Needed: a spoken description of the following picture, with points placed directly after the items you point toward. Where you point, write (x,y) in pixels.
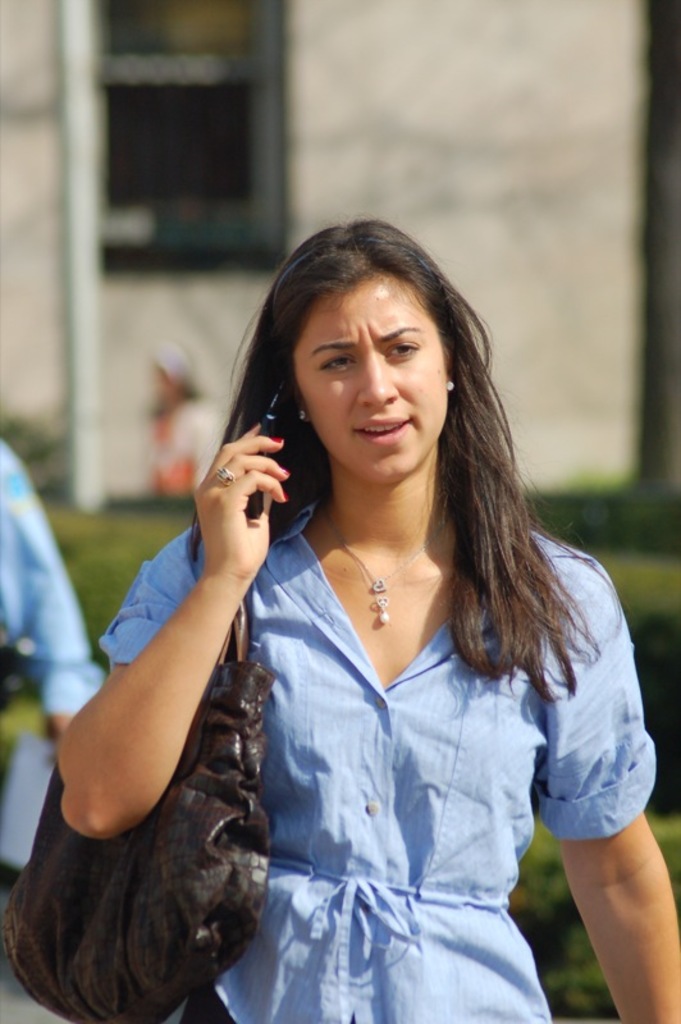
In the foreground of the picture (425,595) we can see a woman (325,672) in blue dress (267,579), she is wearing a handbag (254,672) and holding a mobile (265,417). The background (499,143) is blurred. In the background (577,417) we can see greenery (154,505) and a building (249,164).
